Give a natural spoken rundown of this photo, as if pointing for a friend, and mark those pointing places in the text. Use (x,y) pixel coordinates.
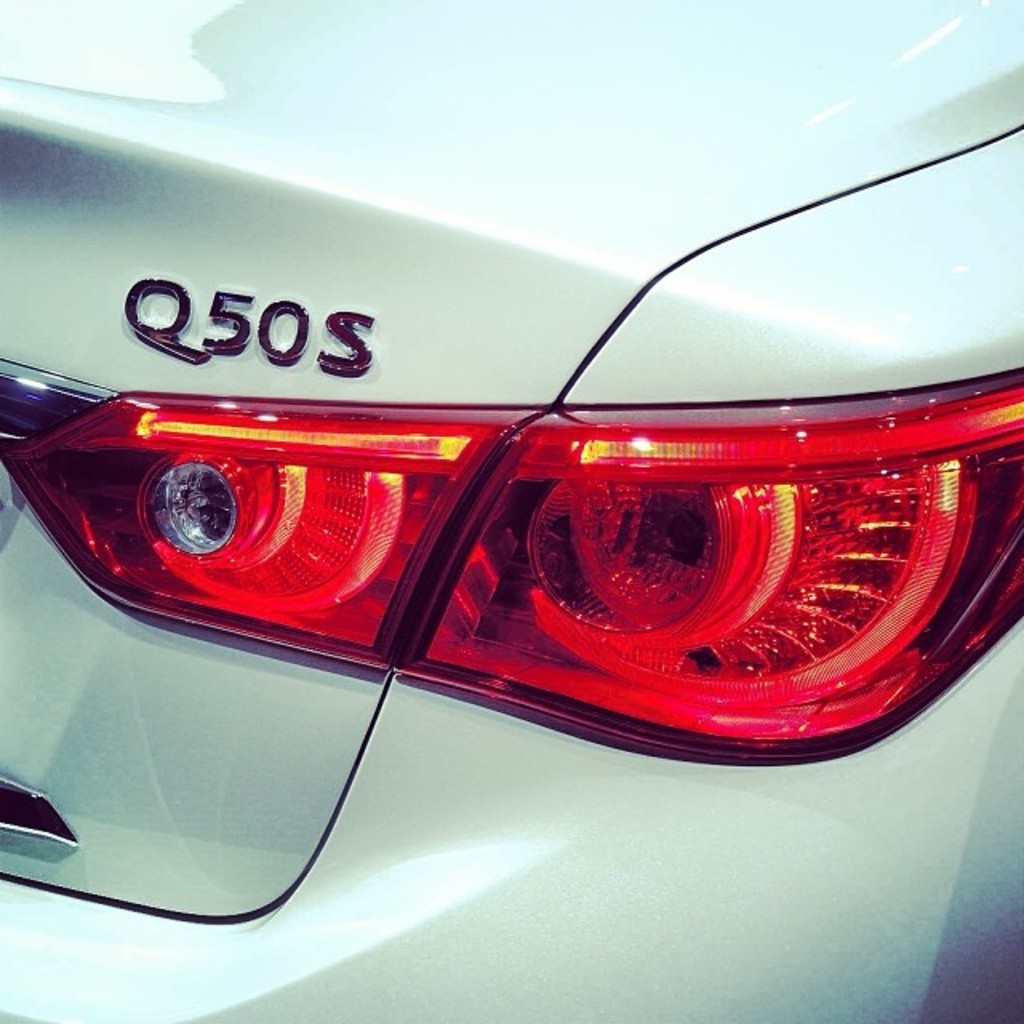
In this image I can see a trunk (481,226) and tail light (743,571) of a car (760,598).
